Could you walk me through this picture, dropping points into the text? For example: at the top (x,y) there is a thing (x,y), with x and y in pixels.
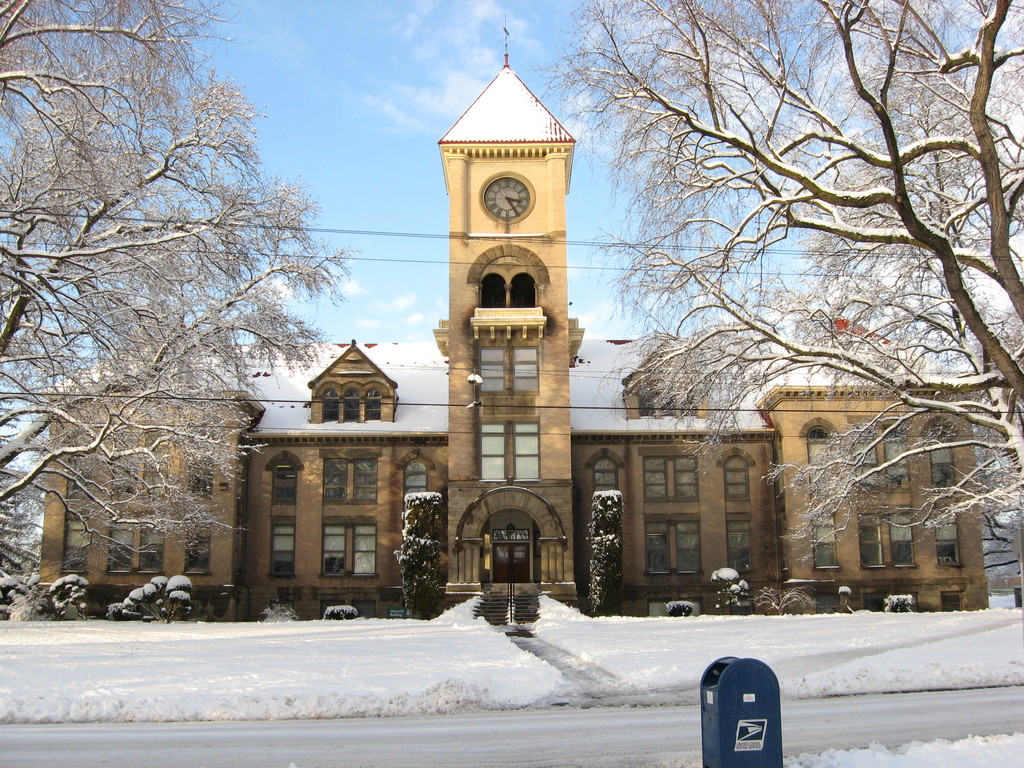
In this image we can see the road (802,728) covered with snow (587,720), we can see the letter box (777,691), trees (888,174), wires (560,265), plants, house (518,471) with a clock (505,206) in the center (469,273) and the cloudy sky (330,36) in the background (390,92).
